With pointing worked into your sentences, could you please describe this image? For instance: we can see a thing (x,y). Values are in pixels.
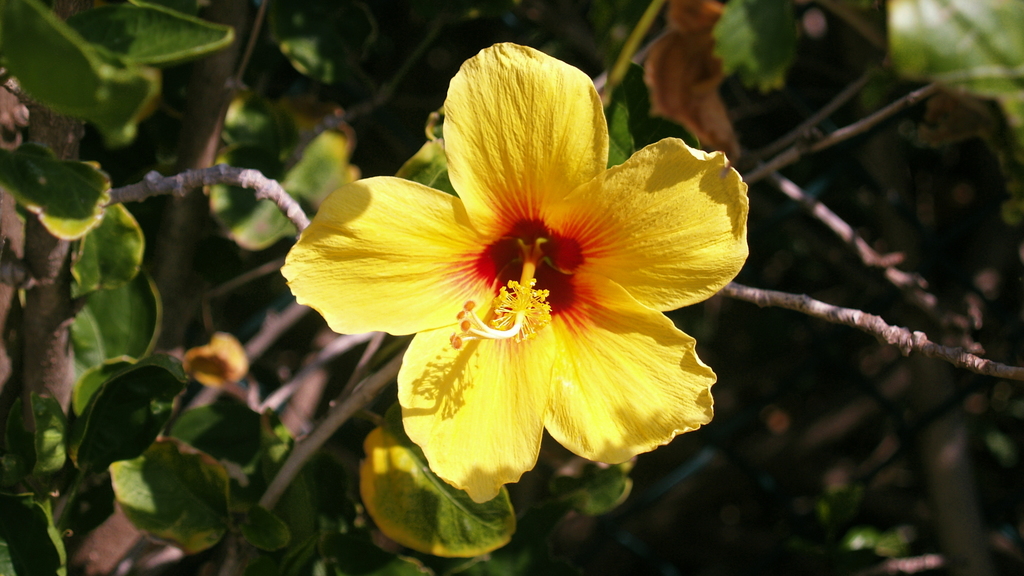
In this picture we can see flower (342,248), stems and leaves (99,302). In the background of the image (7,325) it is blurry.
